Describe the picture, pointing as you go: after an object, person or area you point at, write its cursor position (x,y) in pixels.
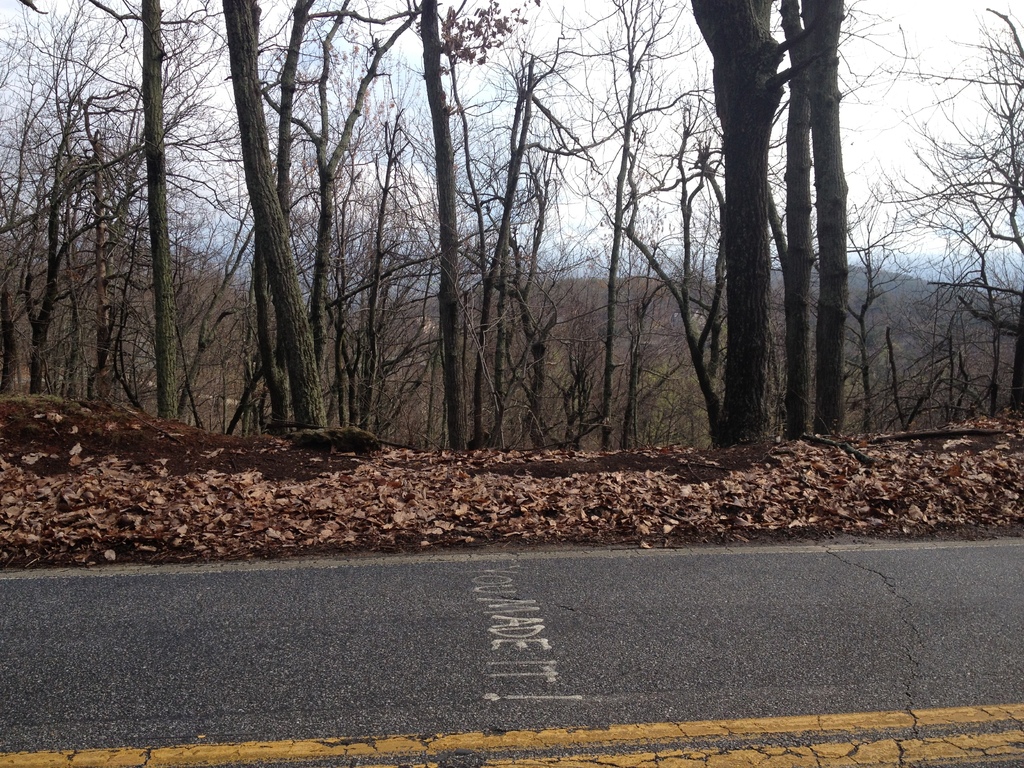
In this image I see the road (533,713) on which there are yellow lines (702,727) and I see something is written over here and I see the ground (88,482) on which there are leaves (383,484). In the background (234,323) I see the trees (540,218) and the sky (461,125).
